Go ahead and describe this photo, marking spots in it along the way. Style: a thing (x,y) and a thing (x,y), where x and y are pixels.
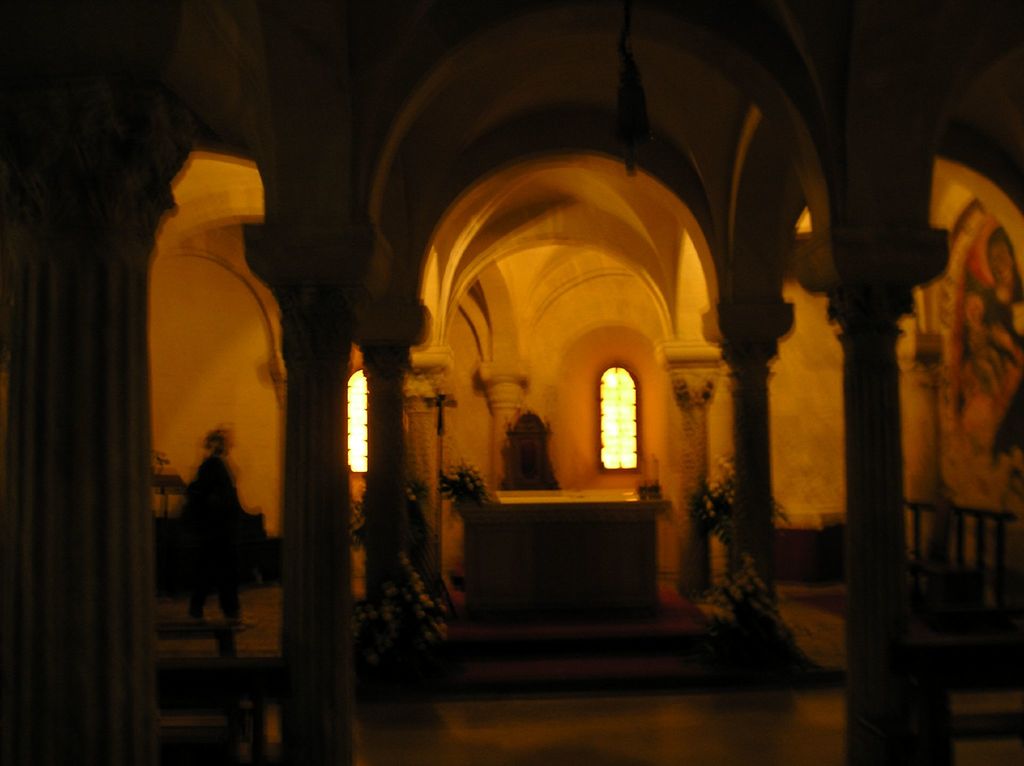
In this image I can see the dark picture in which I can see few pillars (400,457), few flower bouquets (750,661), a person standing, a table (540,517) and few windows (634,407) of the building (413,441).
